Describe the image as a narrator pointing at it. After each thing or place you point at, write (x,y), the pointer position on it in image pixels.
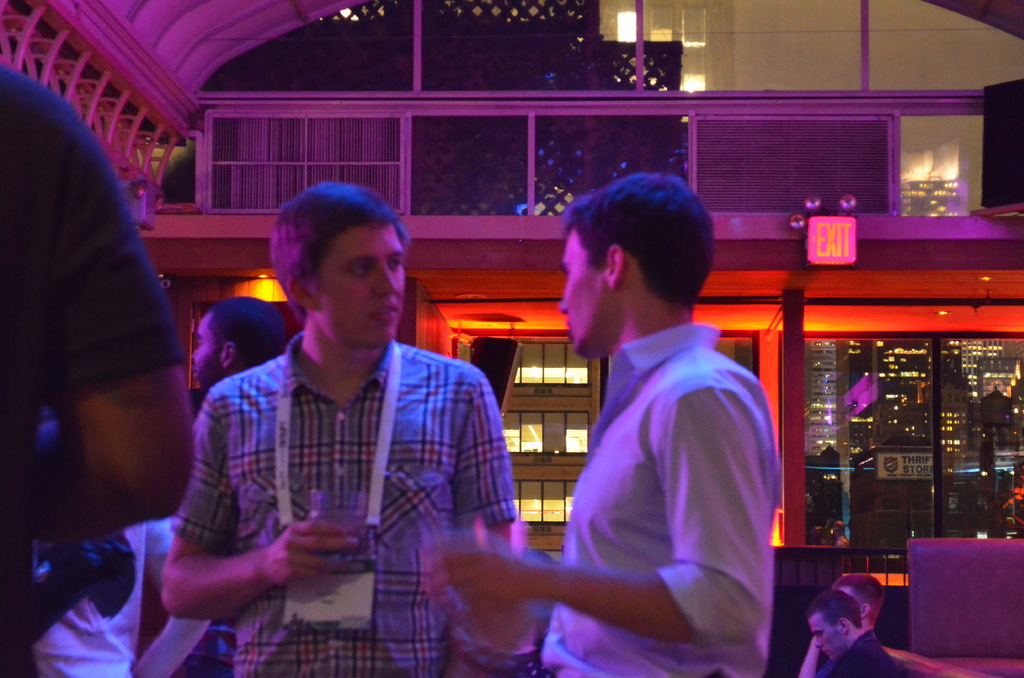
In this image I can see few persons (618,557) are standing and holding glasses (511,629) in their hands (293,542). In the background (869,624) I can see few persons (844,604) sitting, the wall (867,224), the exit board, few lights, few windows (823,79) and through the windows (890,453) I can see few buildings (944,388).
